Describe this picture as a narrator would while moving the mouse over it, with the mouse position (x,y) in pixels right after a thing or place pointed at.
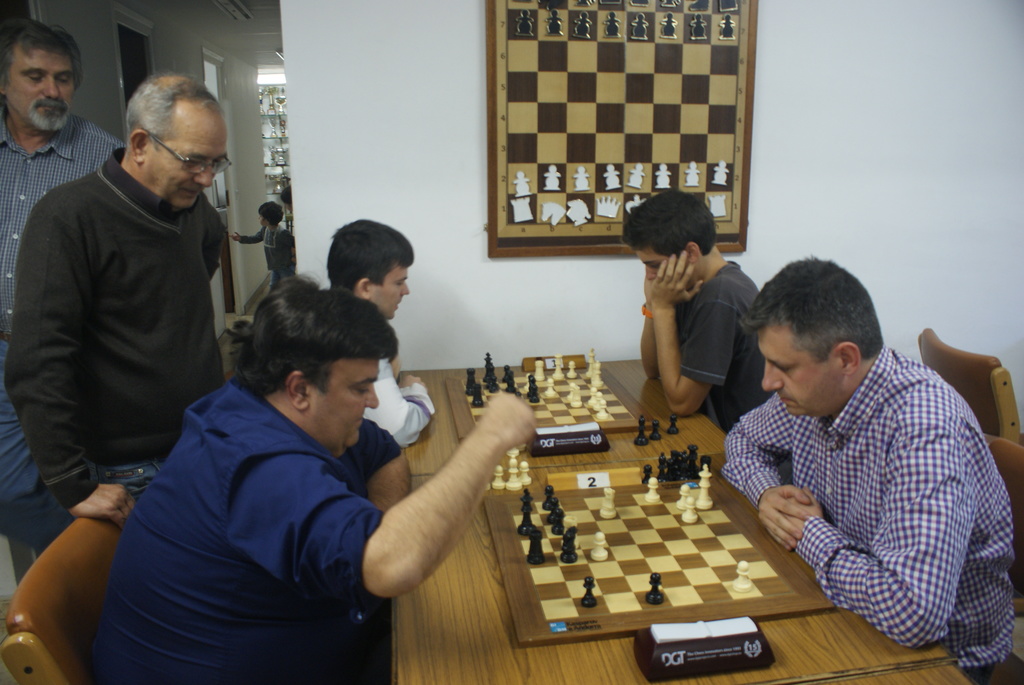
In this picture I see the tables (528,651) in front (560,402) on which there are chess boards (521,388) and chess coins (536,396) and I see 4 men (332,408) who are sitting on chairs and I see 2 more men (55,229) who are standing on the left side of this image (70,205) and in the background (310,139) I see the wall (806,160) on which there is a frame (573,74) of a chess board (618,104) and I see a child (285,225).
